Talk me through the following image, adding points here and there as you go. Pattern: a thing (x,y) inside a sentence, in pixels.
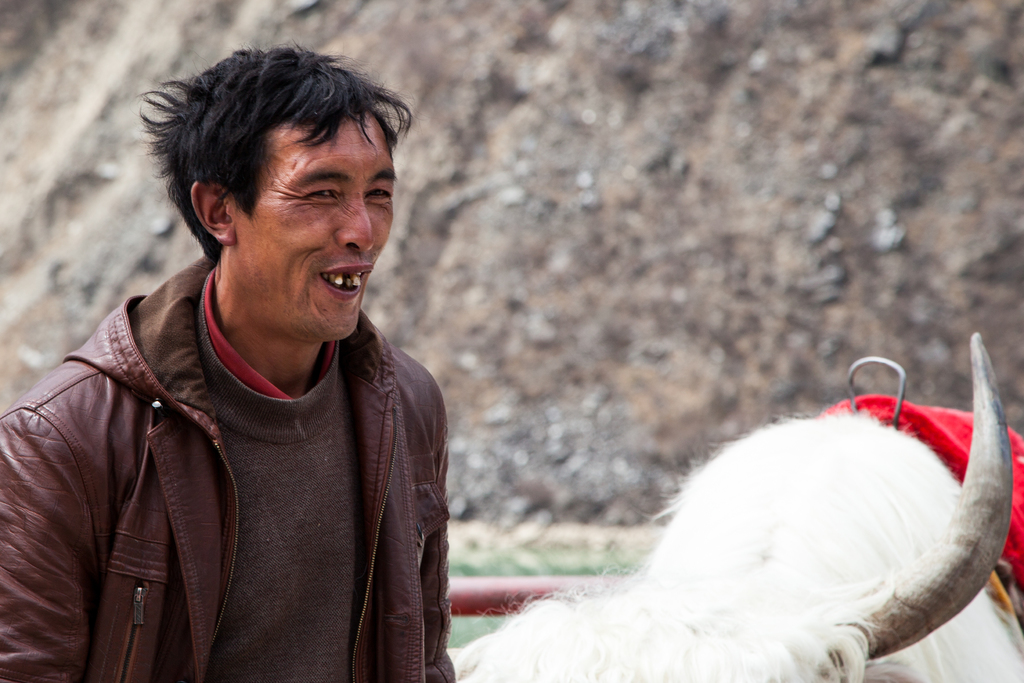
Here in this picture we can see a person (273,317) standing over a place and we can see he is wearing jacket (80,468) and laughing and beside him we can see a white colored animal (802,481) present over there.
